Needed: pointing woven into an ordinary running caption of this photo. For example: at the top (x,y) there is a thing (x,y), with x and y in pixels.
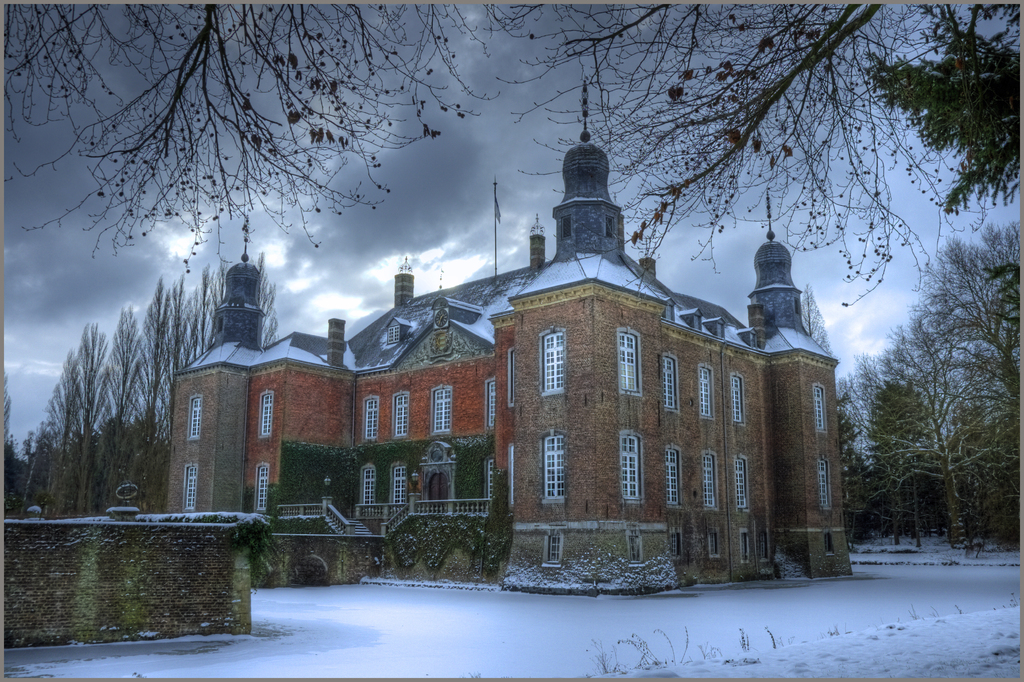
In this image we can see a building (456,392) with windows (637,442), steps (366,532) and railings (385,524). On the ground (522,643) there is snow (590,645). Also there are walls (188,550). On the sides of the building (209,403) there are trees (898,419). In the background (463,192) there is sky (458,208) with clouds (695,224). At the top (179,80) we can see branches (737,60) of trees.
